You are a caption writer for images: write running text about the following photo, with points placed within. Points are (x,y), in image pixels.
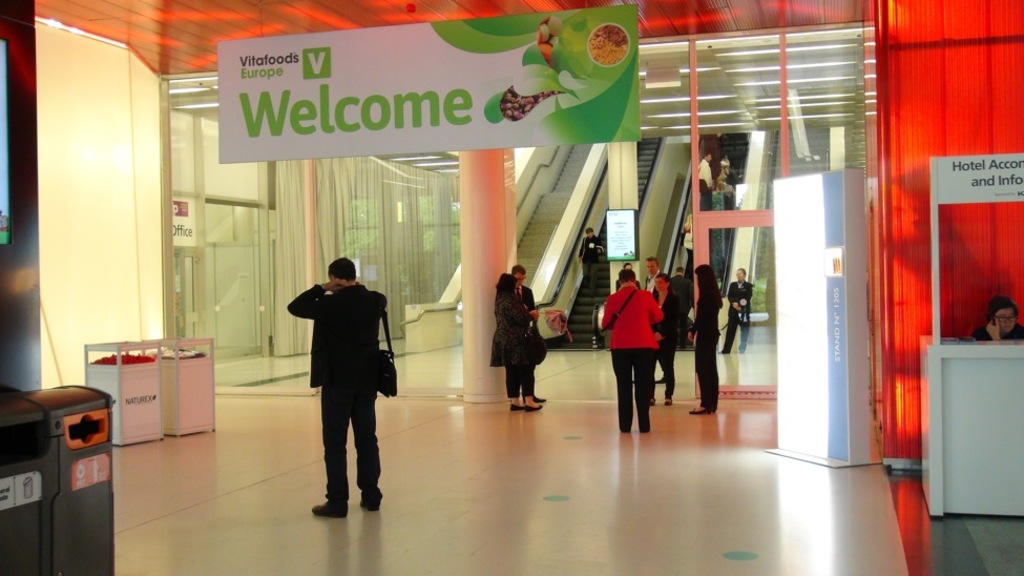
In this image there are a group of persons (382,308) standing, the persons (614,344) are wearing a bag (535,332), there is a pillar (490,252), there are boards (238,159), there is text (625,244) on the boards (625,238), there are escalators (602,255), there is an object (990,344) towards the right of the image (1001,381), there is floor (273,532) towards the bottom of the image (506,541), there are objects (182,409) on the floor (239,420), there are curtains (367,228), there are glass walls (231,214), there is a roof (536,11) towards the top of the image (240,29), there are lights (793,80).
